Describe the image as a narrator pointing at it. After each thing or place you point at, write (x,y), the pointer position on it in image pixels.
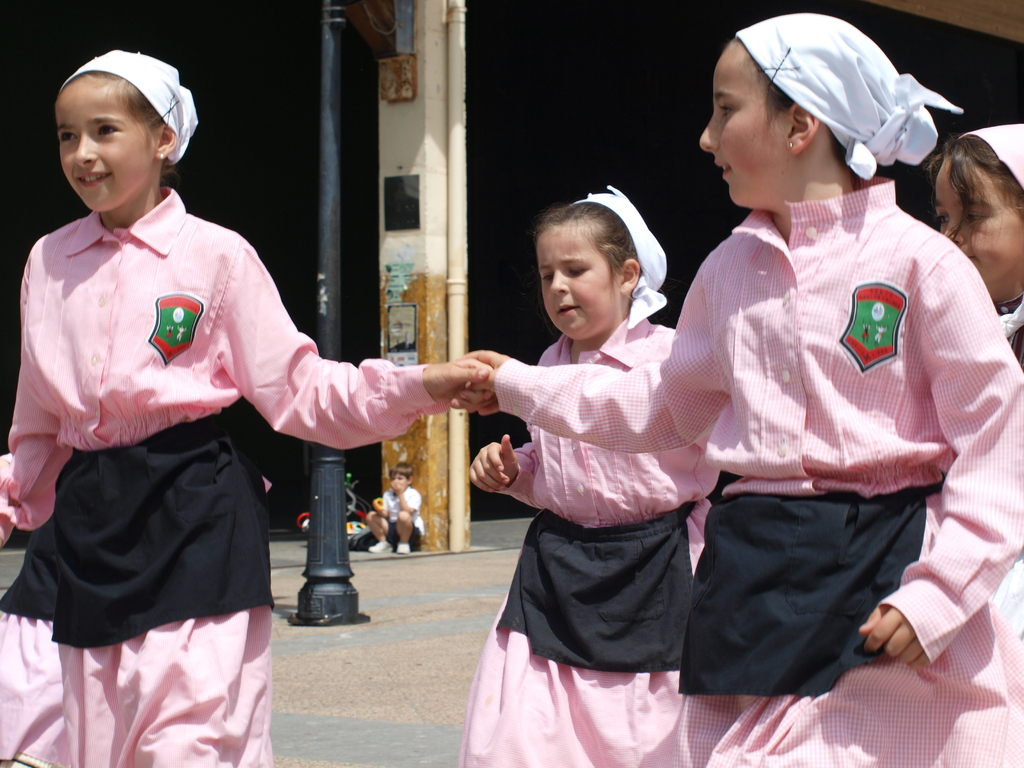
In this image we can see a group of children (617,394). In the center of the image (405,273) we can see a pole (346,579), some posters (403,224) on a pillar (429,197) and a pipe (462,304).
